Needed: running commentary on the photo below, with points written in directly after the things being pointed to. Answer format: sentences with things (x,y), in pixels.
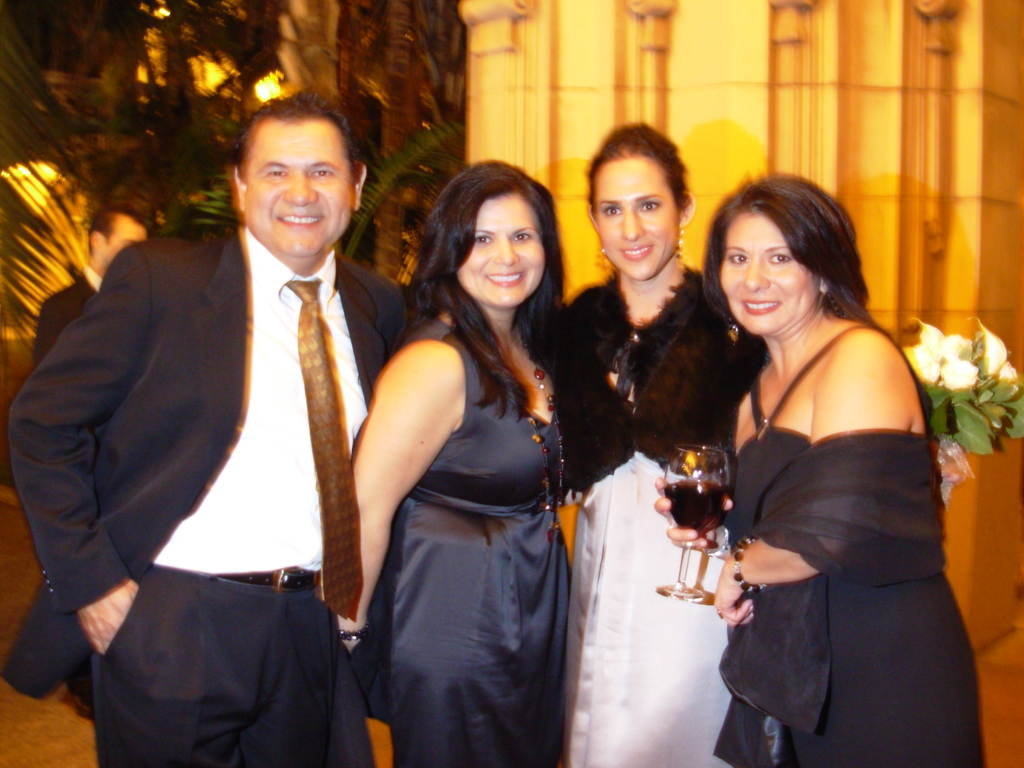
In this image there are four people (359,355) standing with a smile on their face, one of the woman (803,487) is holding a glass of wine (724,465) in her hand (660,492) and another one is holding a flower bouquet (937,370), behind them there is a pillar (656,54), beside the pillar (637,54) there is a person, behind the person (75,288) there are trees (71,255).
